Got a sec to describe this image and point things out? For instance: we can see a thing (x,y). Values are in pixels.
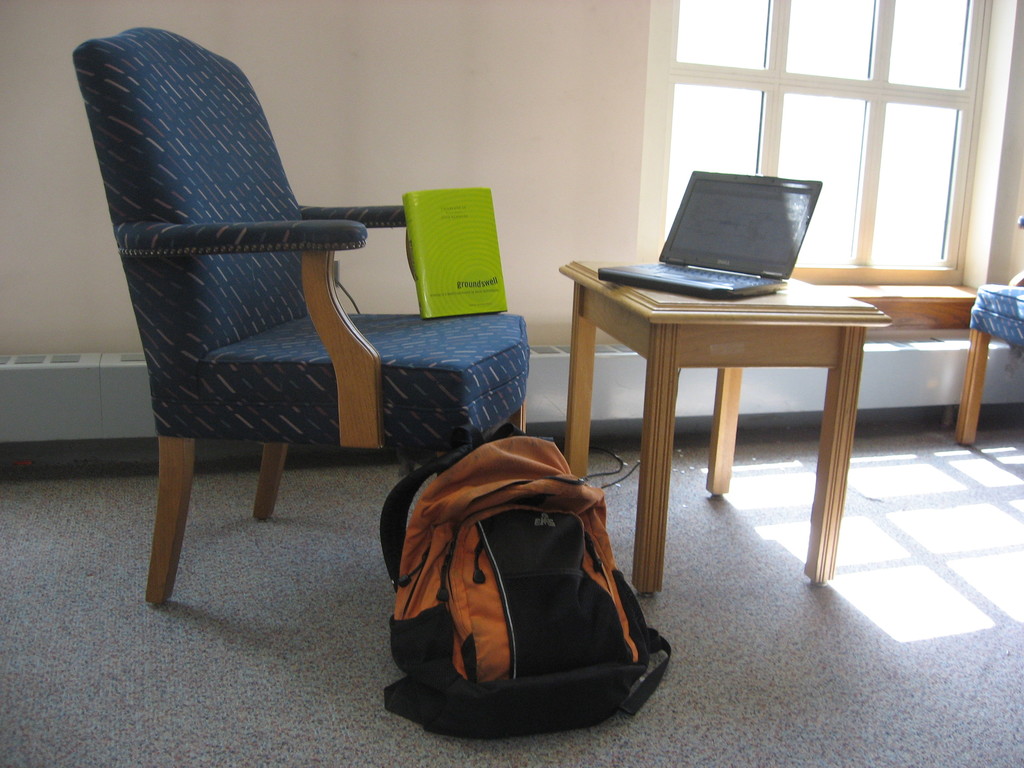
In this picture there is a chair (379,315) and a book (483,260) on the chair (375,369). There is a laptop (726,287) on the table (726,319). There is a bag (444,584) on the floor (323,614). There is also another chair (991,326) at the corner.
